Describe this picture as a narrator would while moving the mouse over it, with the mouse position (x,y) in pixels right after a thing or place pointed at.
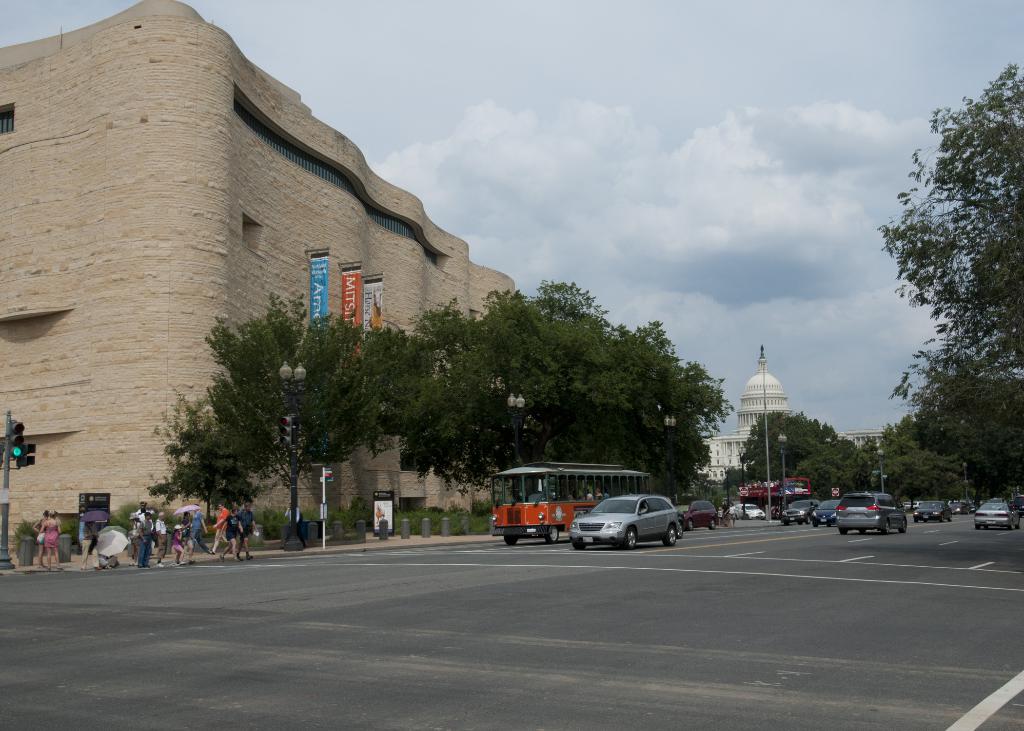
In this picture we can see some vehicles (694,519) on the road (562,546), on the left side (157,537) there are some people (95,532) standing and some people (175,536) are walking, we can see trees (959,346), poles (297,400) and hoardings (105,502) in the middle (439,384), in the background (228,240) there are buildings (274,260), we can see the sky (673,121) at the top of the picture (715,202), there are traffic lights (28,444) on the left side (26,464).
